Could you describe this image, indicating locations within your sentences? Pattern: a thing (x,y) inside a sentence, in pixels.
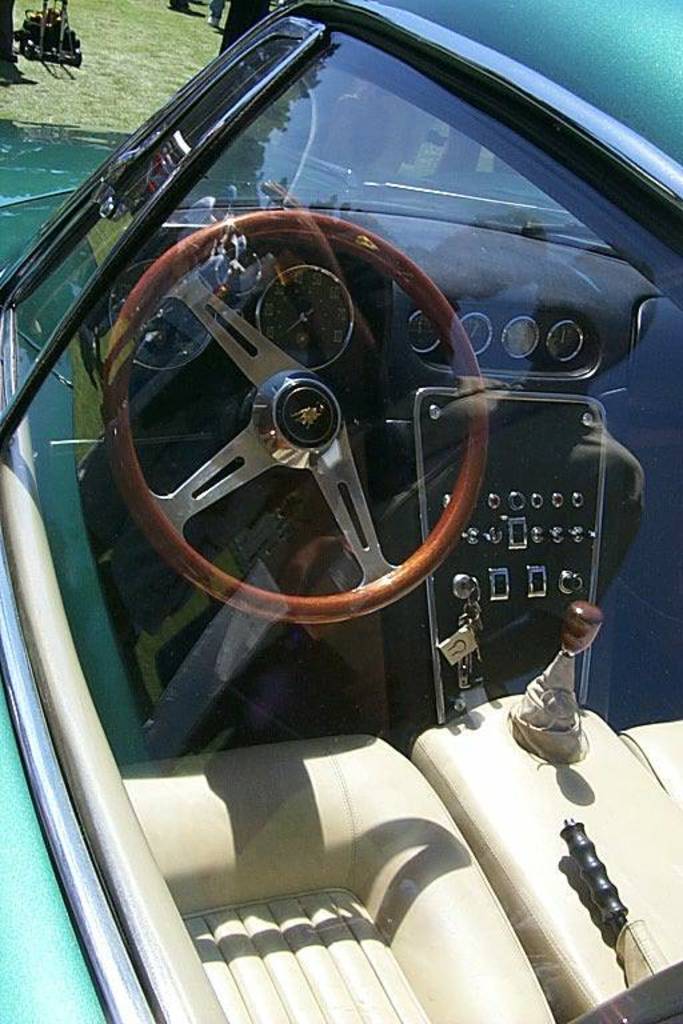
This is a car (261,215). Through the glass (302,632) we can see seats (385,840), gear (559,691), keys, meters (337,351) and steering (260,344). At the top (80,73) there's grass (100,48) on the ground (138,59).
